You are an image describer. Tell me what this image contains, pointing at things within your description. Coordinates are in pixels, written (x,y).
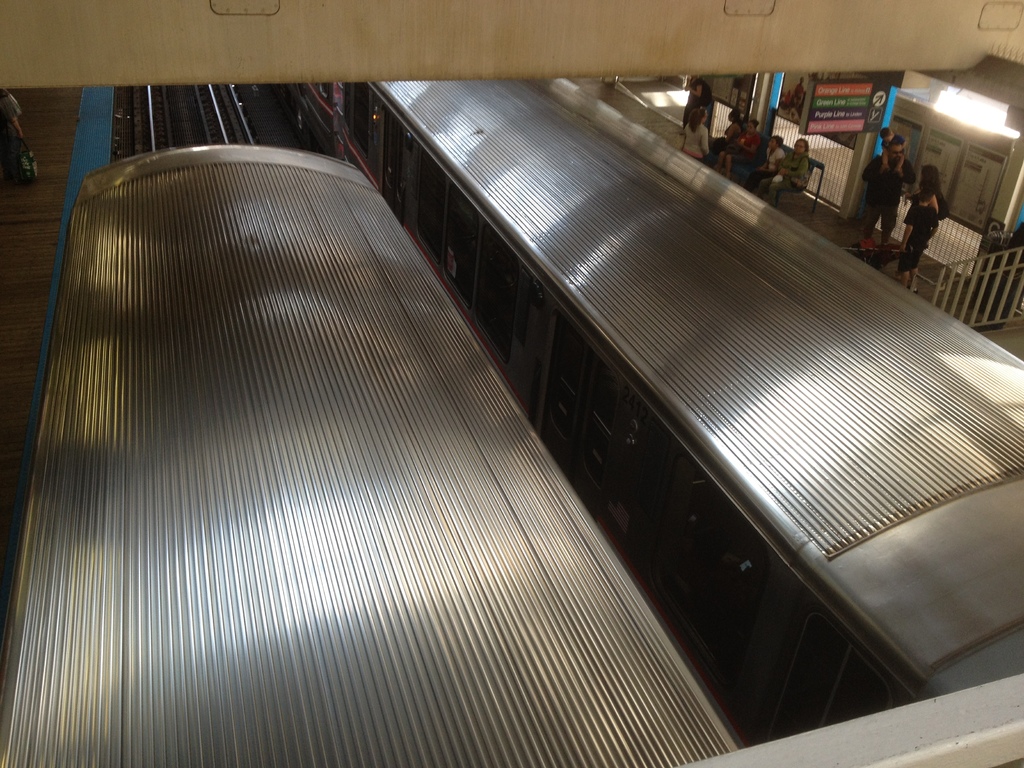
In this image there are trains (422,387), there are persons (735,143) standing and sitting, there is a board (846,101) with some text (846,101) written on it and there is a railing (984,258), there is a wall (742,42) and on the left side (30,155) there is an object (36,165) which is black in colour. On the right side (961,227) there is a fence (825,154) which is black in colour behind the persons (884,197).
